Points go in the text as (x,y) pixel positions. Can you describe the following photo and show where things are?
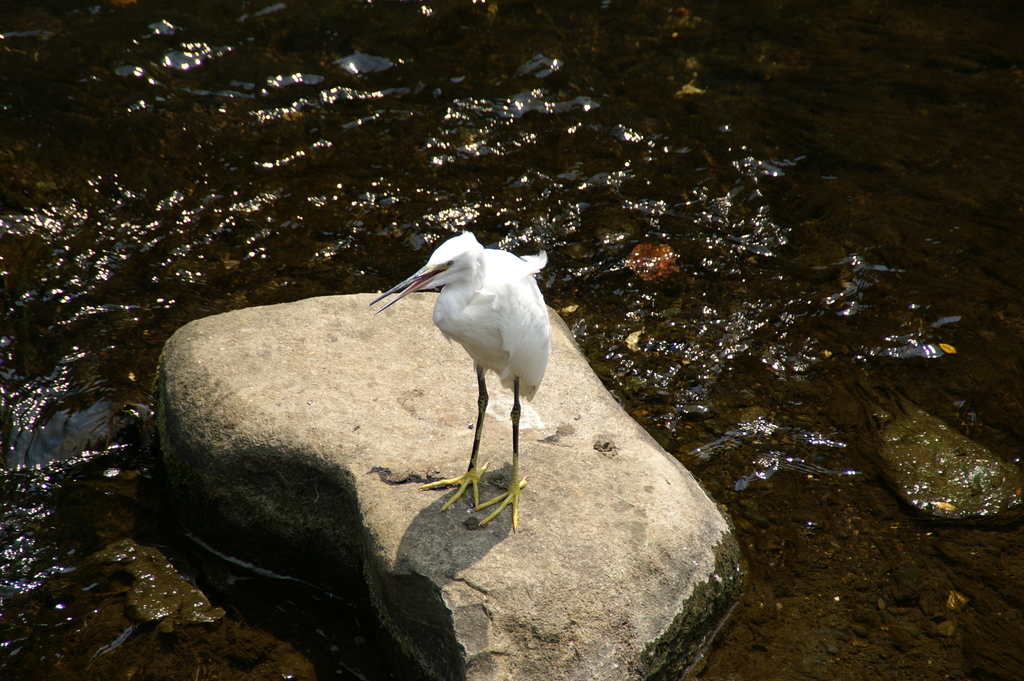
As we can see in the image there is water (462,106), rock (372,405) and white color crane (475,309).
